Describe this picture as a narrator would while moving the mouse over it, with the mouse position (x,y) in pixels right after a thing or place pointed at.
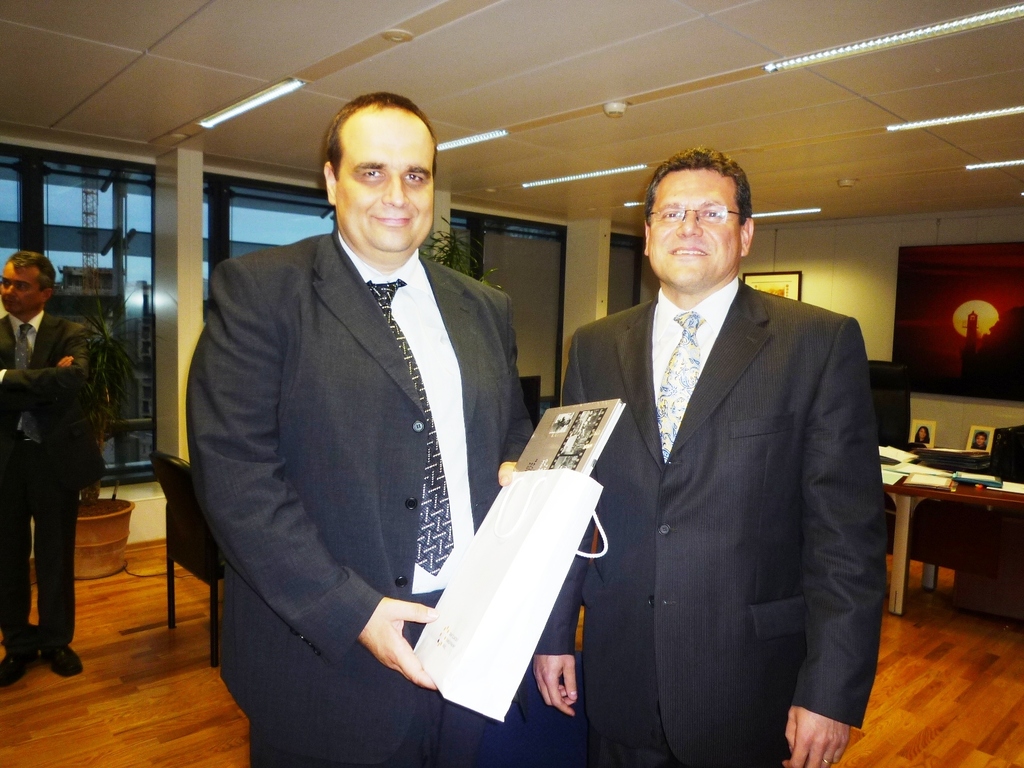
There are 3 men (556,620), a person (429,549) is holding a cover (540,577) behind them there are windows (105,250), frames (978,357) on the wall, table (899,495), chairs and a house plant (76,547).
